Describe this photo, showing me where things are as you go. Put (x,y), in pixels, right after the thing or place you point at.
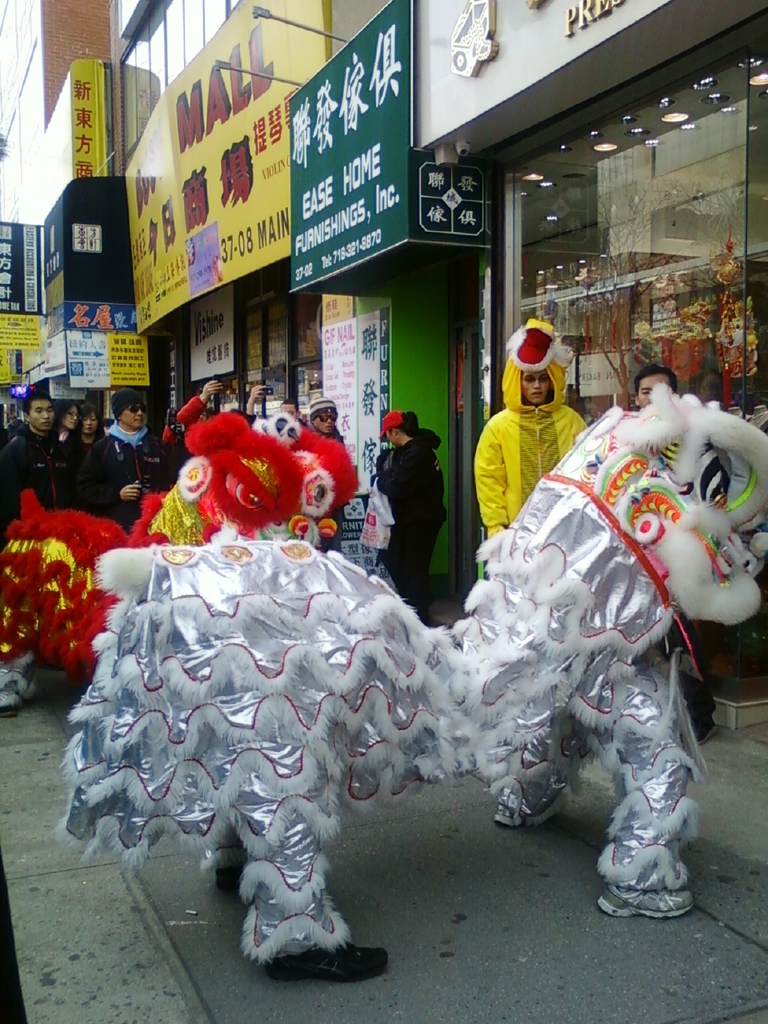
This picture is taken from outside of the city. In this image, in the middle (335,669), we can see a person (360,712) wearing an animal mask (699,612). On the right side (568,420), we can also see two people (648,400), in that one person (520,345) wearing an animal mask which is in yellow color. On the left side (23,552), we can also see another wearing an animal mask (182,531). In the background (236,410), we can see a group of people (425,482). On the right side (638,305), we can see a glass door (735,281), hoardings (231,80), brick wall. At the bottom (442,926), we can see a floor (439,896).
